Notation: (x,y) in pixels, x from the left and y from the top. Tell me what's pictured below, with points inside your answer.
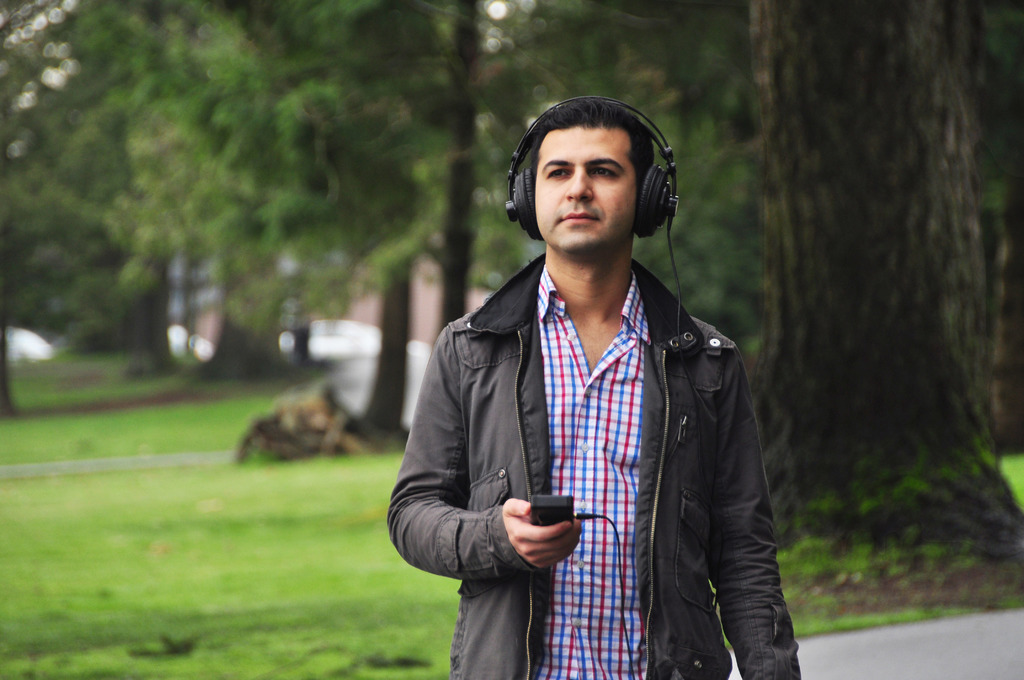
In this image, we can see a person (620,178) wearing headphones (659,178) is holding an object (574,503). We can also see the ground (887,602). We can see some grass (278,607) and trees (382,208).
